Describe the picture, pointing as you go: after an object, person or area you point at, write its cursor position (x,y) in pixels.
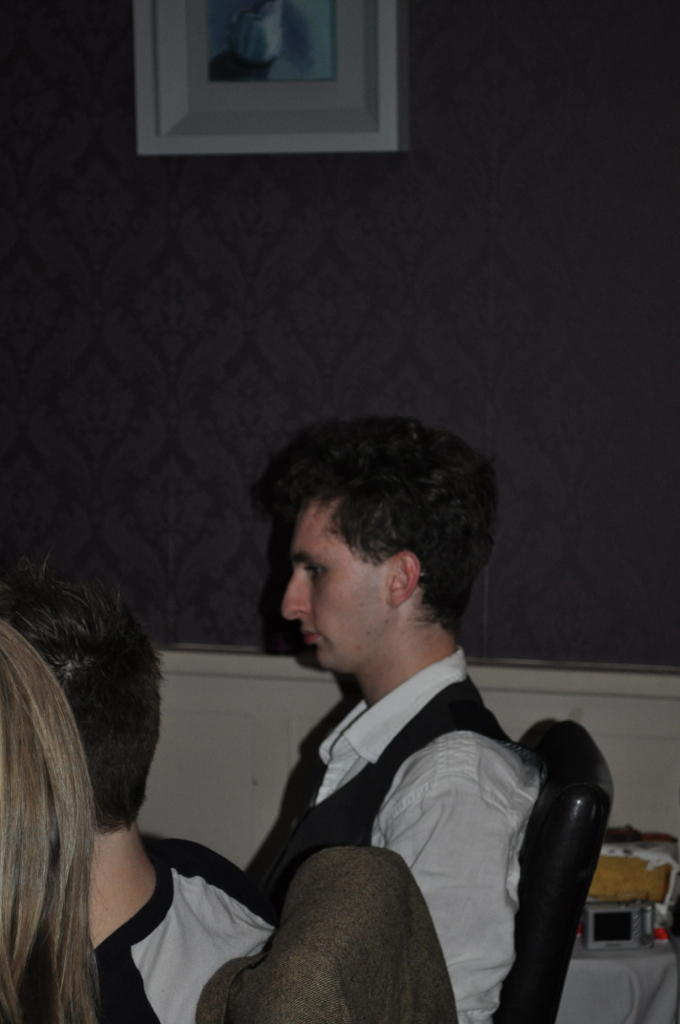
In this picture I can see few people (42,745) sitting on the chairs (289,908) and I can see a photo frame (138,125) on the wall (385,308) and I can see few items (642,940) on the table (621,961) at the bottom right corner of the picture (645,892).
